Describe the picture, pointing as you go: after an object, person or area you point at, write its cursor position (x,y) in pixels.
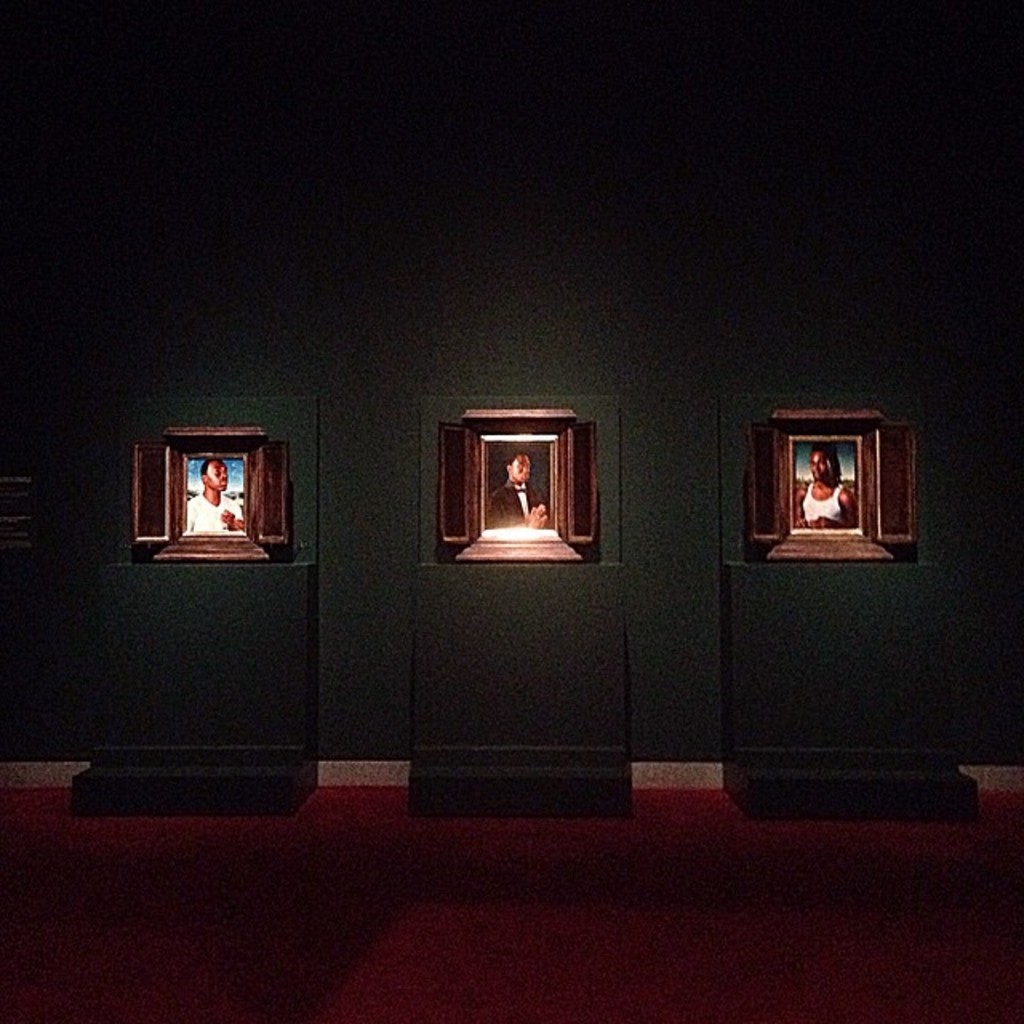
In this image, I can see three photo frames (206,535) on three objects (554,655). In the background (336,374), It looks like the wall (664,330). At the bottom of the image (497,869), I can see the floor (609,931).
